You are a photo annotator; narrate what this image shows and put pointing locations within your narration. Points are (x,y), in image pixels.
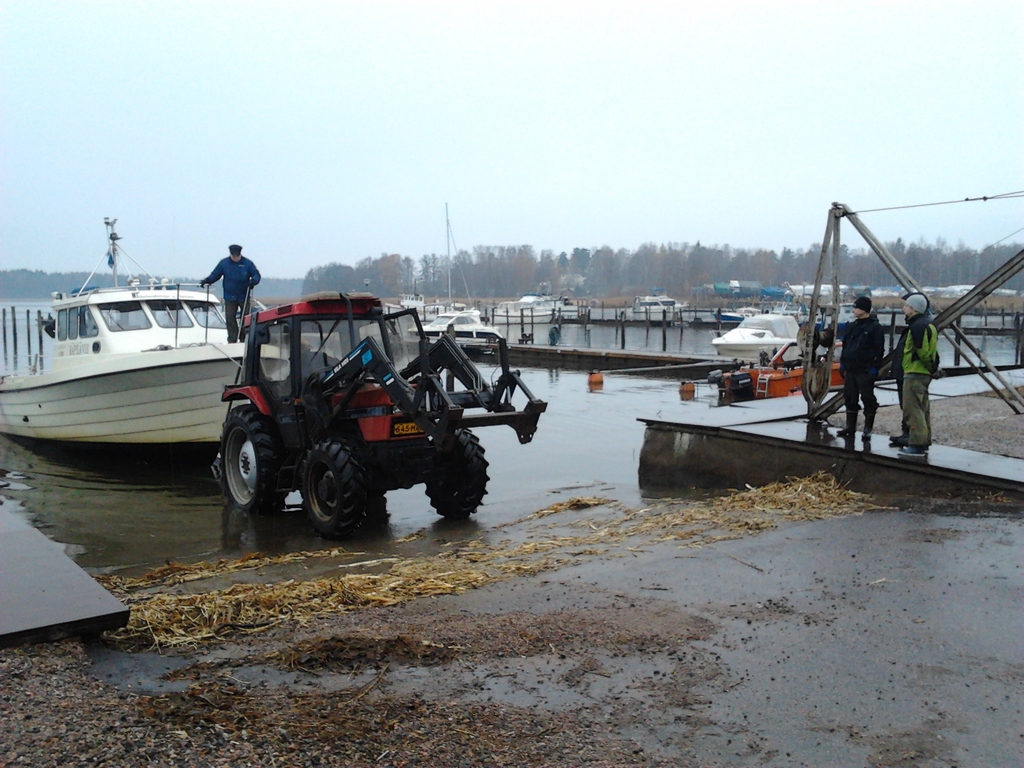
This image consists of trees (749,251) in the middle (655,278). There is water (496,442) in the middle (567,416). There are boats (115,437) in the water (560,431). There is a vehicle (374,438) near water (587,343). There is sky (418,111) at the top (522,188). There are some persons (906,427) standing in the middle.
